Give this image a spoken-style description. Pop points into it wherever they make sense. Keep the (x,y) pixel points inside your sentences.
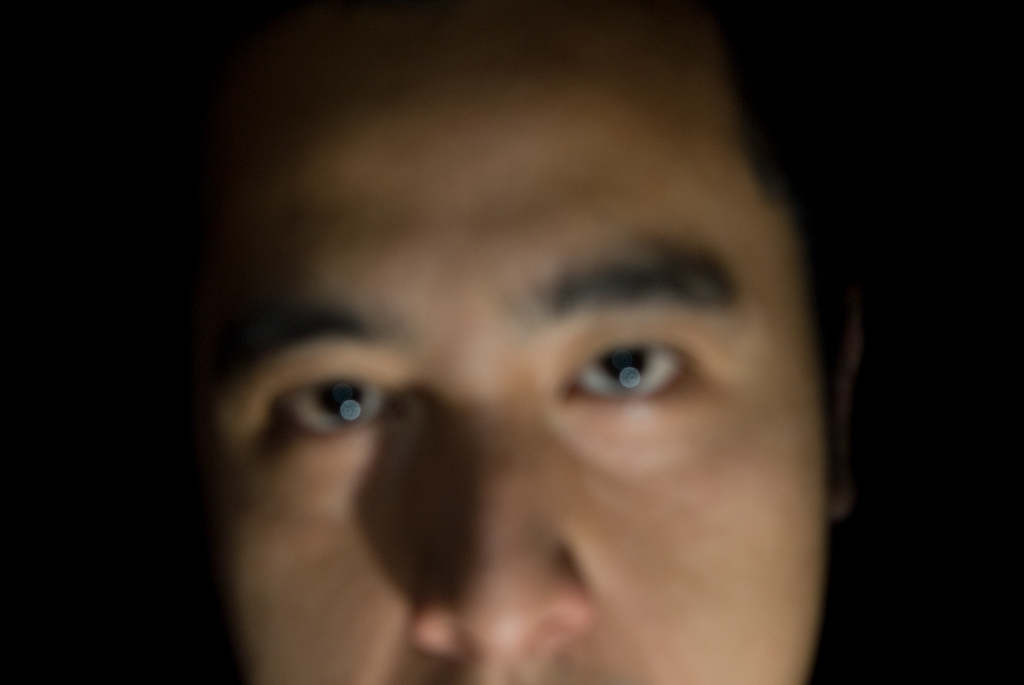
In this image we can see face (652,395) of a person (573,387). There is a dark background (968,67).
